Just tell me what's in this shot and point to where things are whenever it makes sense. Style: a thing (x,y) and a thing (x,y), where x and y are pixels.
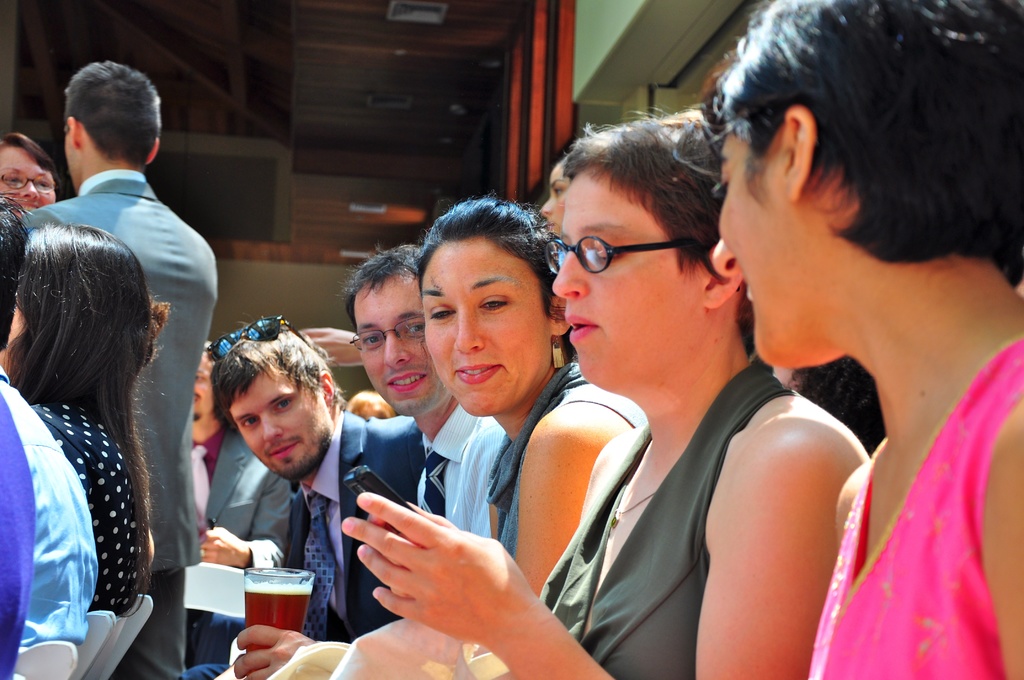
In this picture we can see some persons (510,534) sitting on the chairs (116,642). He hold a glass (265,600) with his hand (259,657). And she is looking into the mobile (358,491). Here we can see two persons (413,324) having their spectacles (585,263). Even we can see two persons (166,413) standing here.
